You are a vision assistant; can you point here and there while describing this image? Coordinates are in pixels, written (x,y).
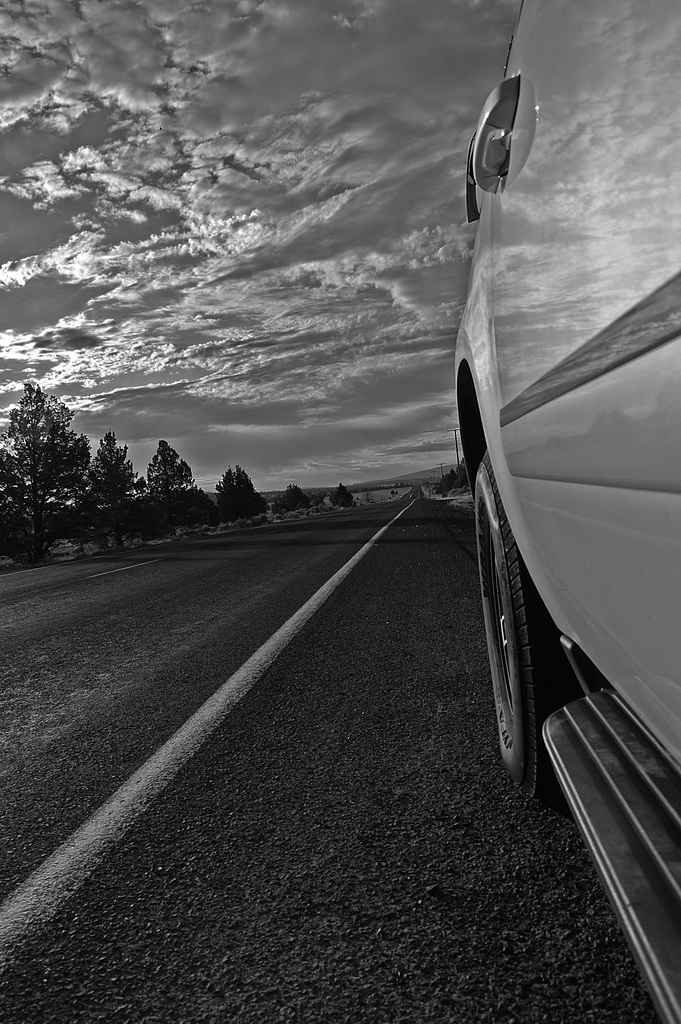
In this picture we can see a vehicle (647,298) on the road (404,664), trees (236,490), mountains (356,490) and in the background (315,345) we can see the sky (234,251) with clouds (203,70).
